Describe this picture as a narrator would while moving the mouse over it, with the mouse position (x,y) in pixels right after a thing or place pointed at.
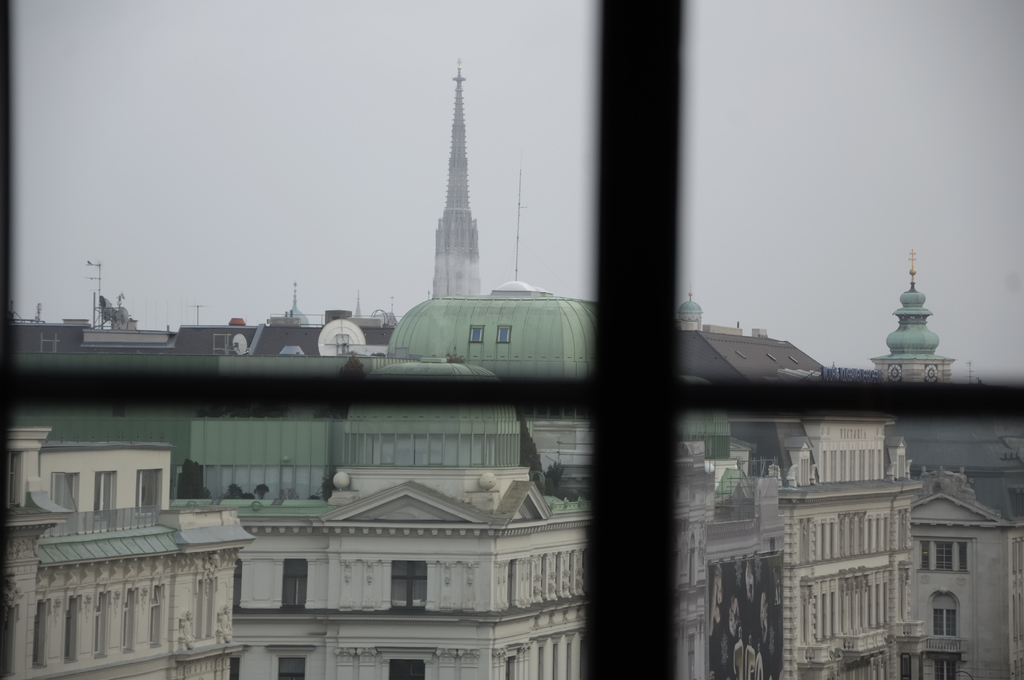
In this picture we can see glass window (676,666), through glass window (675,395) we can see buildings (234,359), poles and sky (873,221).
